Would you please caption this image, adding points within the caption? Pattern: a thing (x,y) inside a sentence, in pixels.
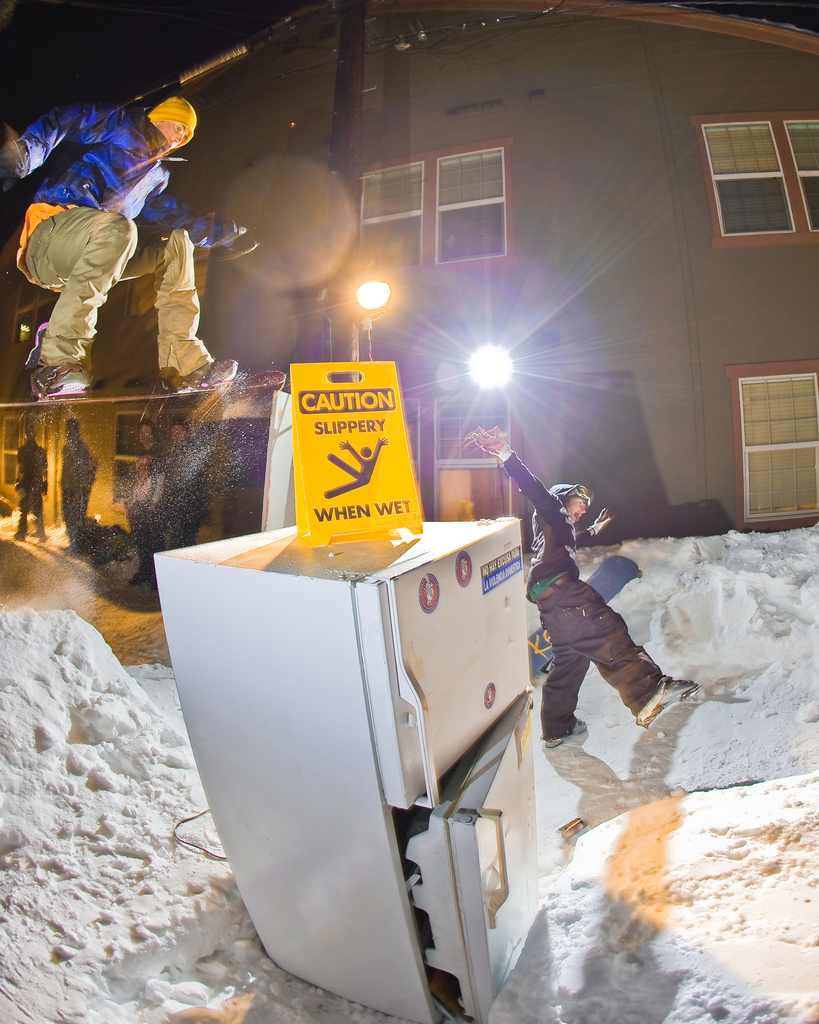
At the bottom of this image (665,914) I can see the snow (657,955). In the middle of the image (322,632) there is a refrigerator (290,705) on which a yellow color board (365,428) is placed. In the background (201,502) few people (69,515) are standing and one person (78,223) is skating. In the background (556,196) there is a building (565,279) in the dark and there are two lights (374,287).
